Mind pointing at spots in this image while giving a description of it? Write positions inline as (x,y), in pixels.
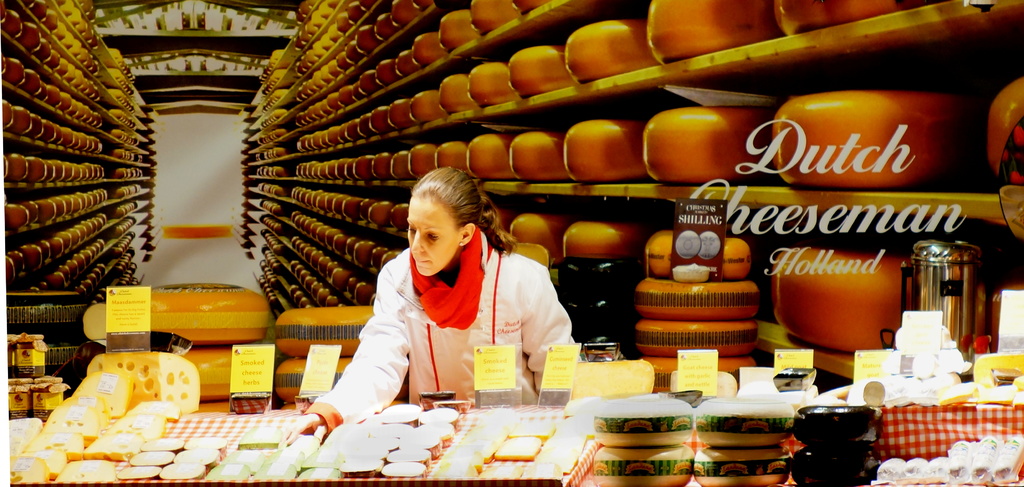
In the center of the image (447,304) we can see a lady (461,320) standing, before her there is a table (334,440) and we can see cheese (425,423) placed on the table (200,424). In the background (671,258) there are racks (290,234) and we can see cheese blocks (465,91) placed in the racks (365,182). There are boards (111,298) and we can see some objects (956,294).
